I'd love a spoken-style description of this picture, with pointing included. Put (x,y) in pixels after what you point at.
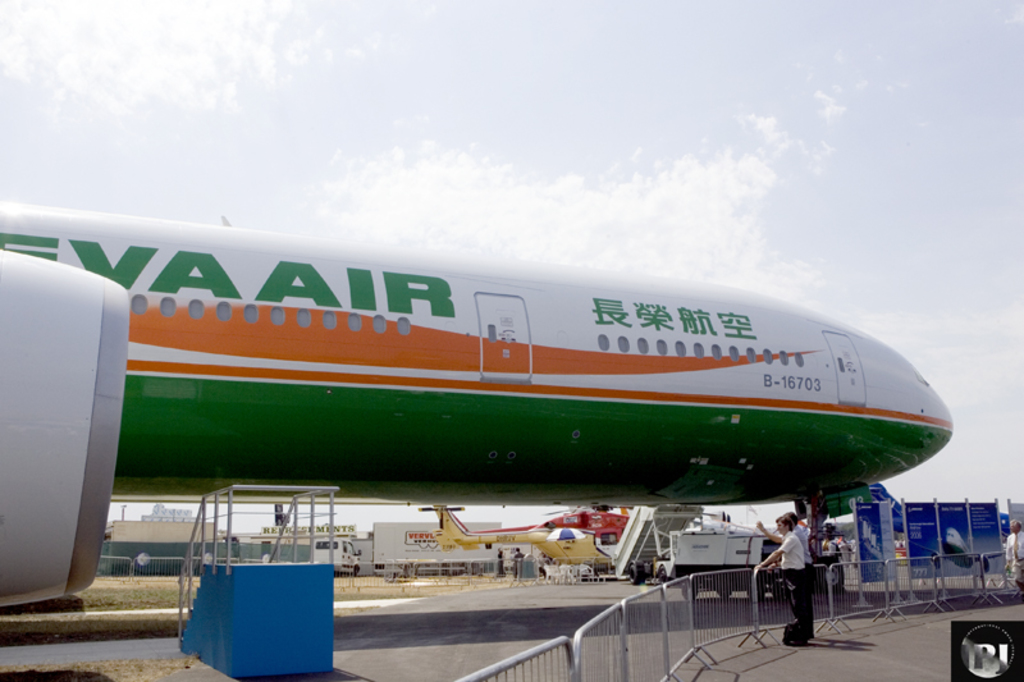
On the left side (203,286), there is an airplane (688,407) in white, green and orange color combination on a runway (335,674) and a blue color object (258,583) which is having fences (237,508) on both sides. On the right side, there are two persons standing on the road (824,631) near a fence (696,614). On the bottom right (983,627), there is a watermark (1002,662). In the background (941,534), there is a helicopter (493,539), there are vehicles (654,536) and other objects (169,556) on the ground (163,586) and there are clouds (532,171) in the sky (258,170).
